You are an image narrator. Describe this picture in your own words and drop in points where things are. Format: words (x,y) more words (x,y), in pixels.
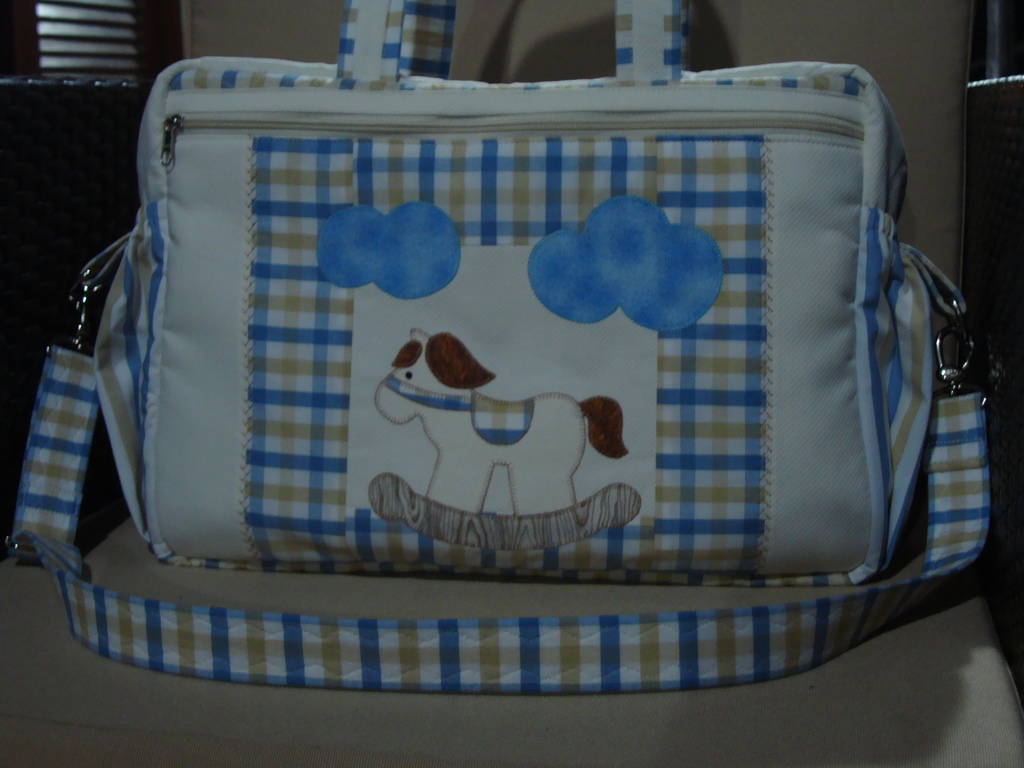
There is a bag (224,649) with rocking horse shape art (512,468) on it on a sofa (19,593).
